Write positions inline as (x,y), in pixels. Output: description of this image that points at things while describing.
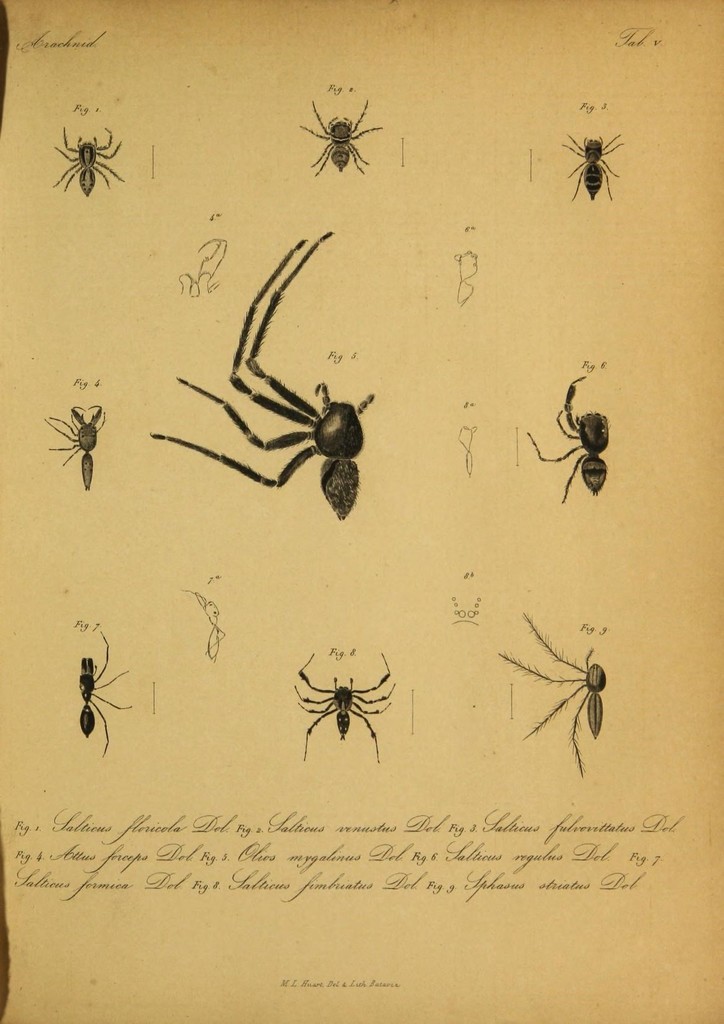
In this image we can see that it looks like a poster (464,527). In this image we can see pictures (65,422) and text (311,823).
